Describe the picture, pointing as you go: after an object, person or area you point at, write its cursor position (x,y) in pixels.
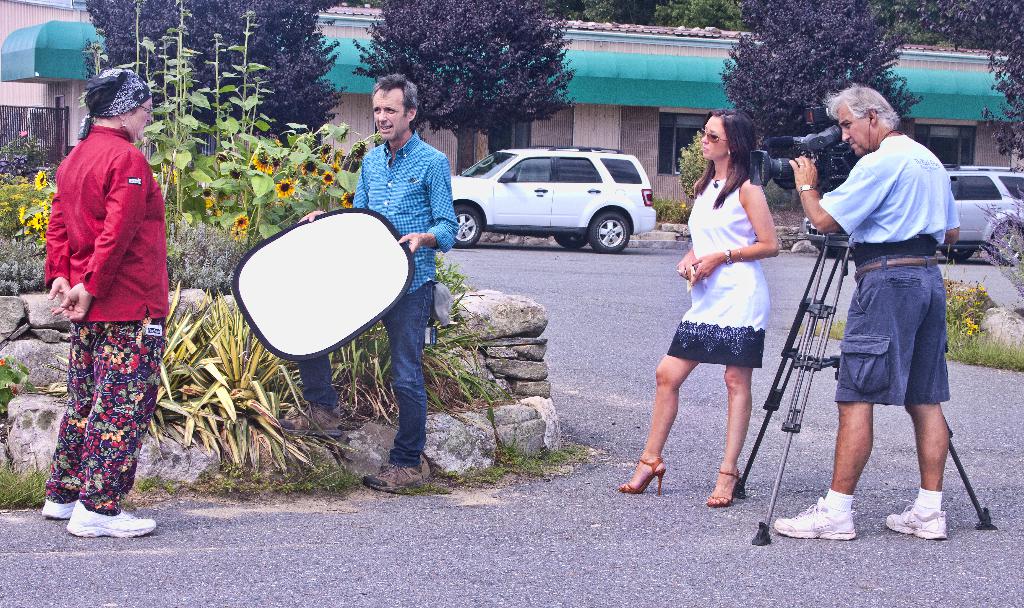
In this picture we can see four persons (885,297) standing, a man (879,309) on the right side (828,167) is holding a camera (837,179), we can see tripod (817,317) here, this man (397,218) is holding a shade (391,230), in the background (647,105) there is a house (629,92), we can see trees (846,63) and cars (598,197) here, on the left side (188,242) there are some plants (188,242) and flowers (281,194), we can see rocks (505,404) here.
